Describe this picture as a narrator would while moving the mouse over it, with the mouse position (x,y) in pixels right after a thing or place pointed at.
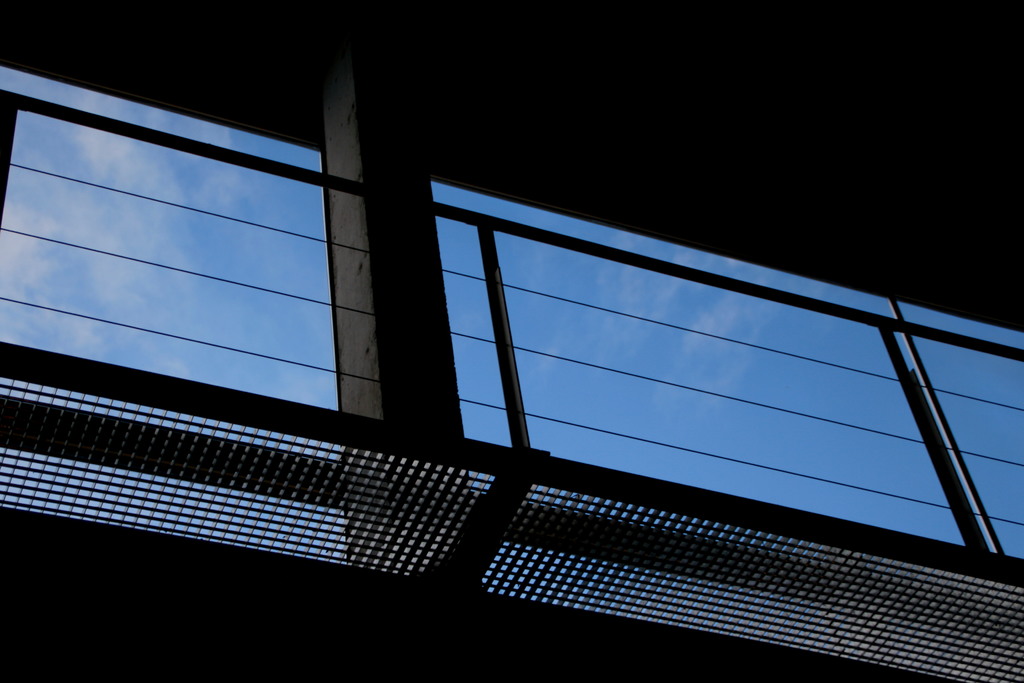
Here we can see a pillar (402,127). There are wires (519,348). In the background (624,349) there is sky (780,447).
